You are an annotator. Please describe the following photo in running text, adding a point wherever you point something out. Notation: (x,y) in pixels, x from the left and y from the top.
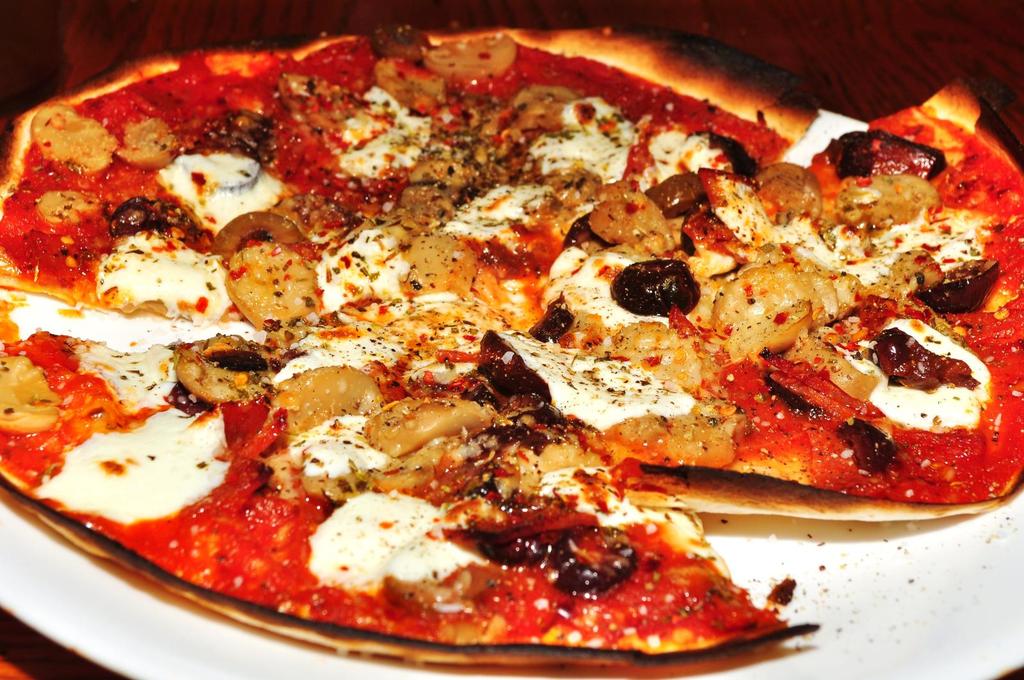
In this image at the bottom (1010,512) there is one plate (125,317), and in that plate (1010,512) there is one pizza (607,329) and in the background (834,31) there is a wooden table (813,65).
